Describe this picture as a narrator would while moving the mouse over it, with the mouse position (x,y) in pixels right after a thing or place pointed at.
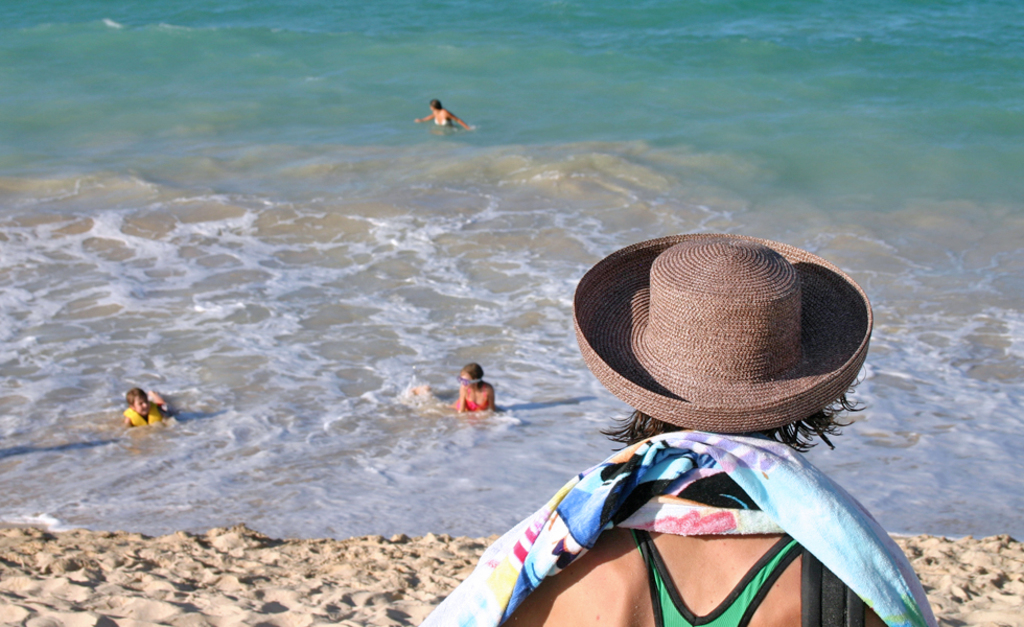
In this image I can see the sand (239,587). I can see four people (139,407). In the background (471,126), I can see the water (484,223).
